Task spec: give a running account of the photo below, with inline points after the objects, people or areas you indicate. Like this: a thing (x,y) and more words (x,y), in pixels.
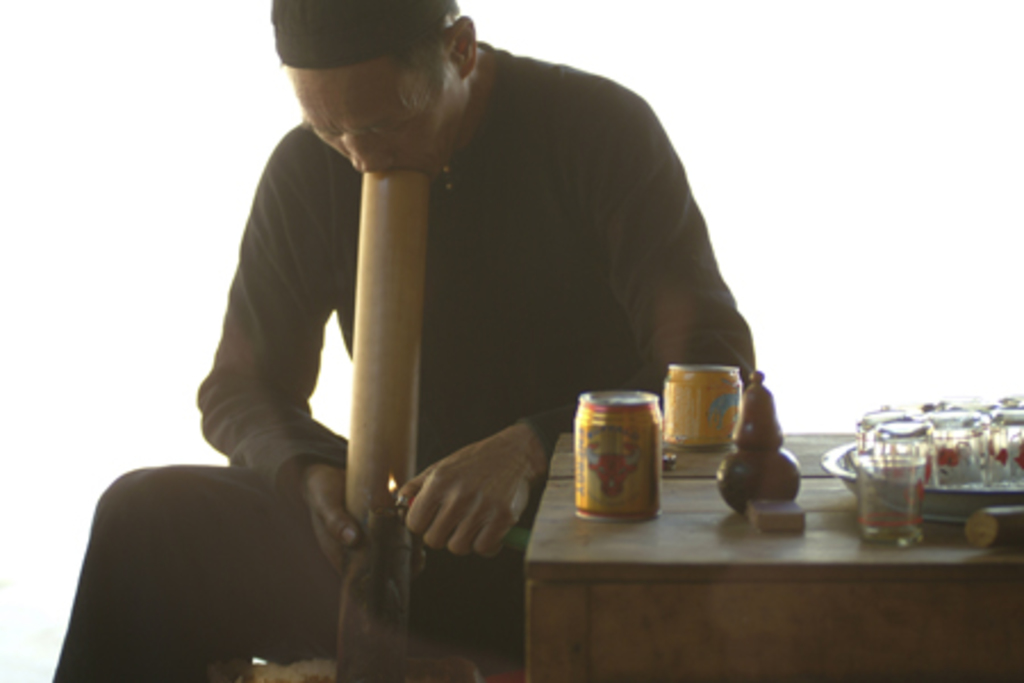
In this image I see a man (228,396) and there is a table (534,574) over here and there are few things (604,438) on it.
